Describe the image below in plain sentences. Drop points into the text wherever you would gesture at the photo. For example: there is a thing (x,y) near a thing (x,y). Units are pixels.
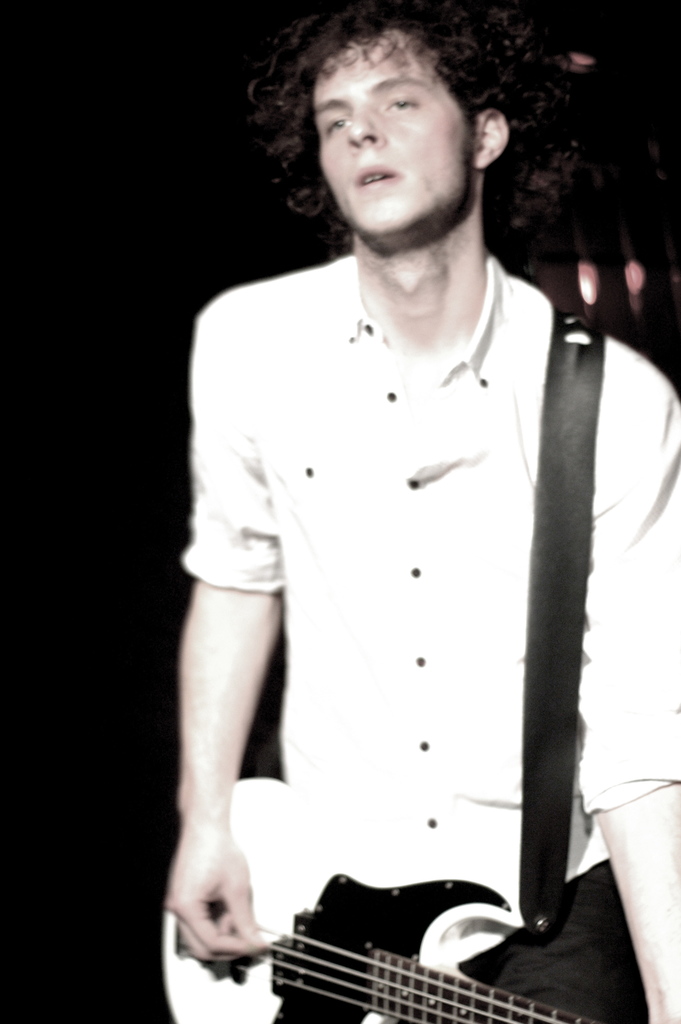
Background (644,204) is very dark. We can see one man (431,471) wearing white color shirt (418,552) playing guitar (445,990). His hair (469,63) is curly.
